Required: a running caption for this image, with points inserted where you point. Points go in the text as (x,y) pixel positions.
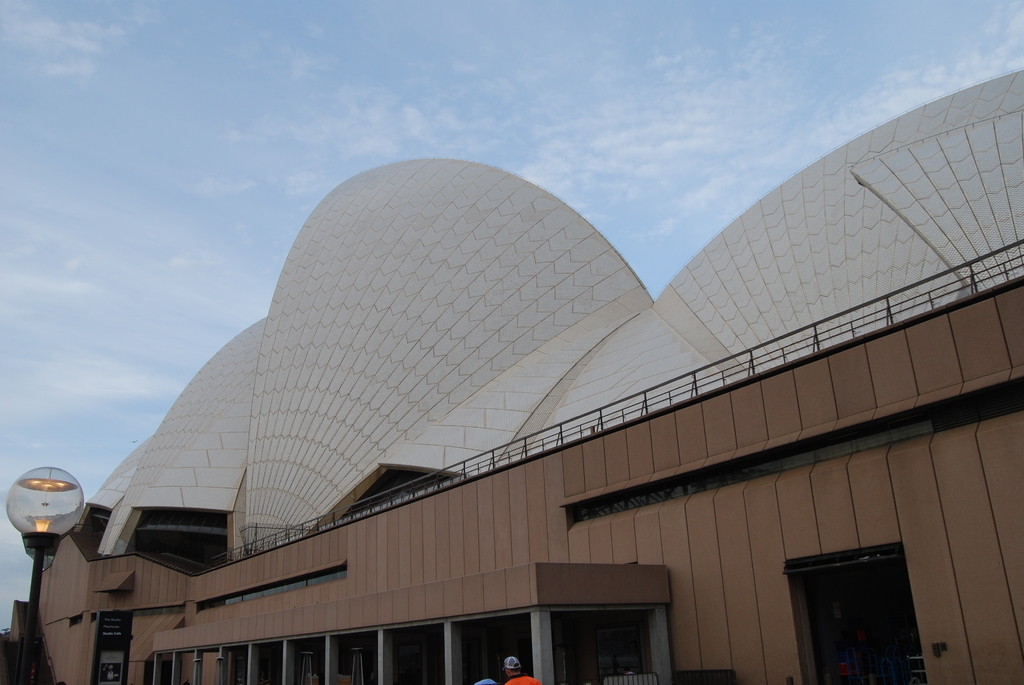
In this image I see a building (634,304) which is of white and brown in color and I see a person (519,676) over here. In the background (113,407) I see the sky (680,137) which is of white and blue in color.
